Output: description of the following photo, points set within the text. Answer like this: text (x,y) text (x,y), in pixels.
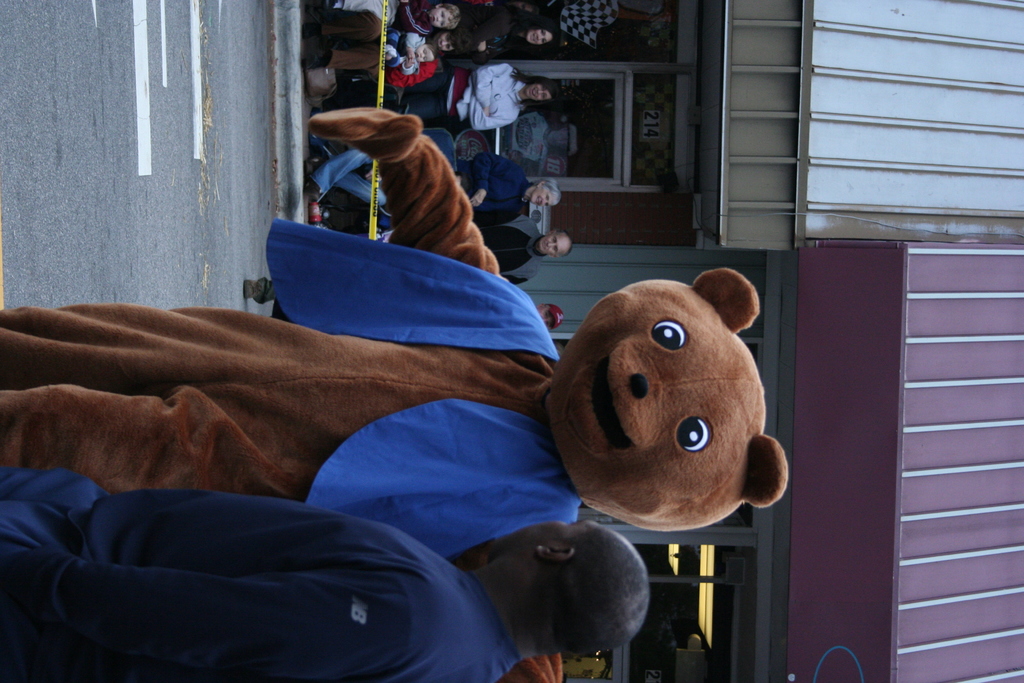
In this image I can see a person (385,602). I can see the costume of a teddy bear (464,482). In the background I can see few persons (488,212). I can see two buildings (803,405).
